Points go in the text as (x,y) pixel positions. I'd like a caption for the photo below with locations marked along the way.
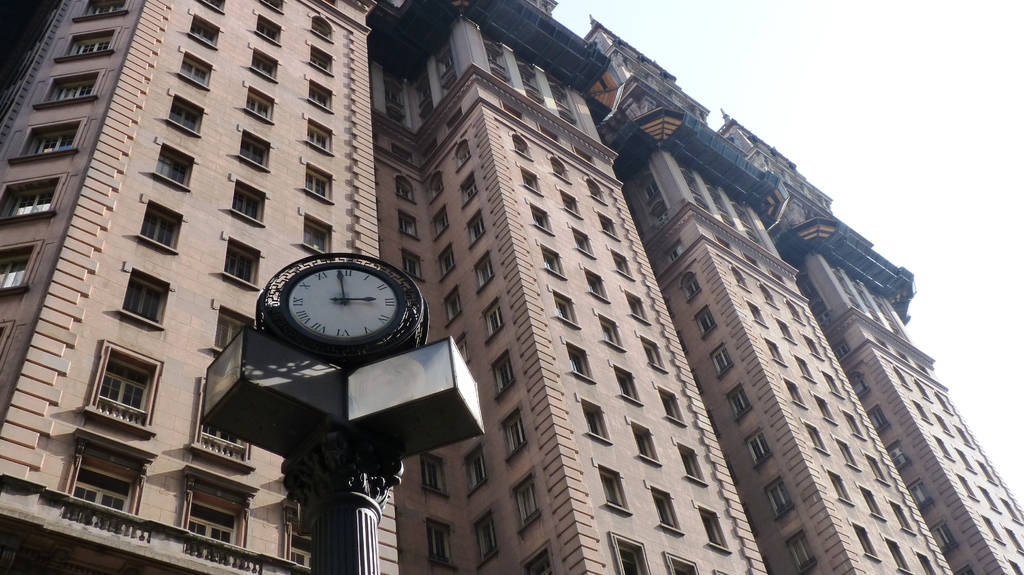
There are buildings (478,314) and a clock pole (338,355) in the foreground area of the image (605,274) and the sky (854,151) in the background (833,86).
